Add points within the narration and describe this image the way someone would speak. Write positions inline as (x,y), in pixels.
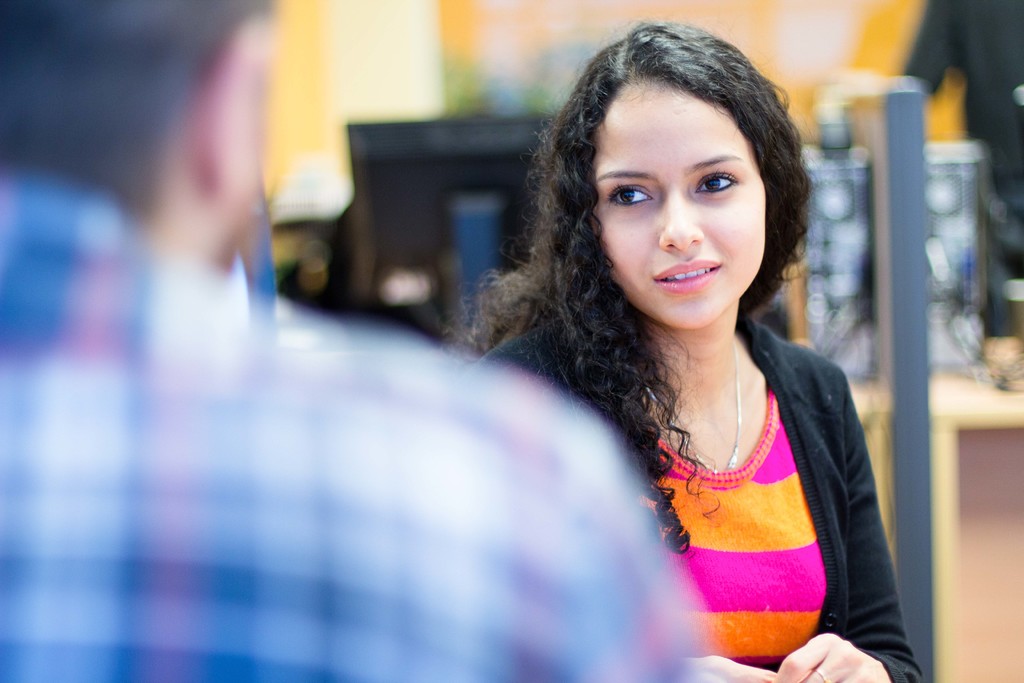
In the center of the image (463,309) there is a lady (792,679). To the left side of the image (231,130) there is a person (504,662). In the background of the image (369,155) there is a monitor (503,218).
